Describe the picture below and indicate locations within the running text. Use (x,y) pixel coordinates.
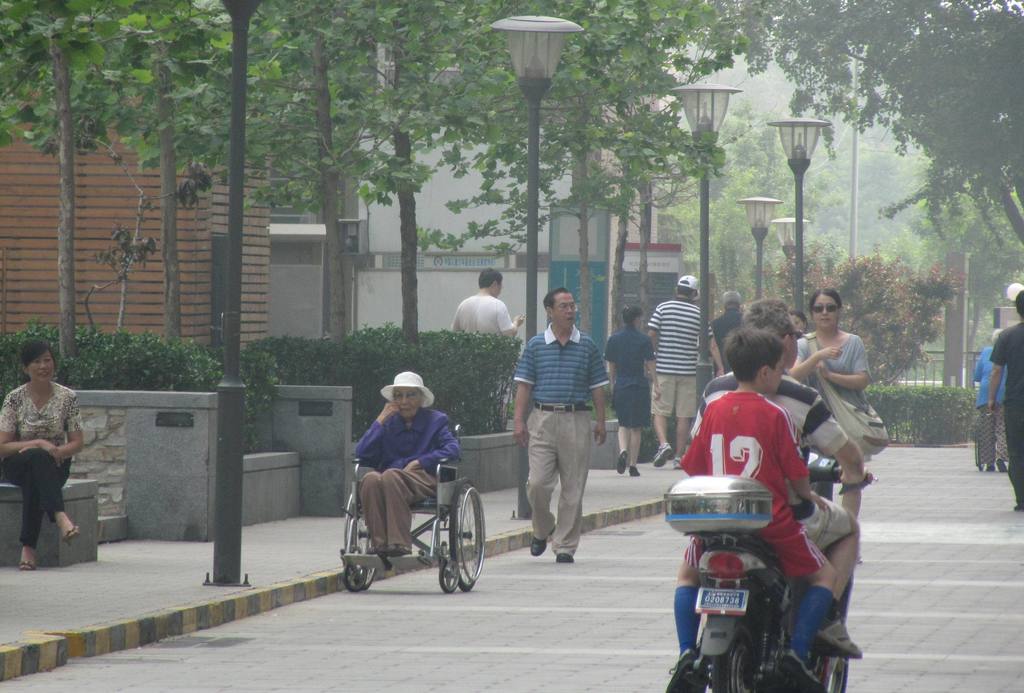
A man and a boy (742,464) wearing red dress (754,469) is riding on a motorcycle (777,589). A lady (429,478) wearing a violet and brown pants (401,491) is sitting on a wheel chair (434,507). Many persons (649,340) are walking on the road (579,543) and sidewalks (513,499). There is a lady (54,484) sitting on the sidewalk (494,497). There are trees (405,151), street lamps (533,67) and buildings (299,259) in the background (509,251).
